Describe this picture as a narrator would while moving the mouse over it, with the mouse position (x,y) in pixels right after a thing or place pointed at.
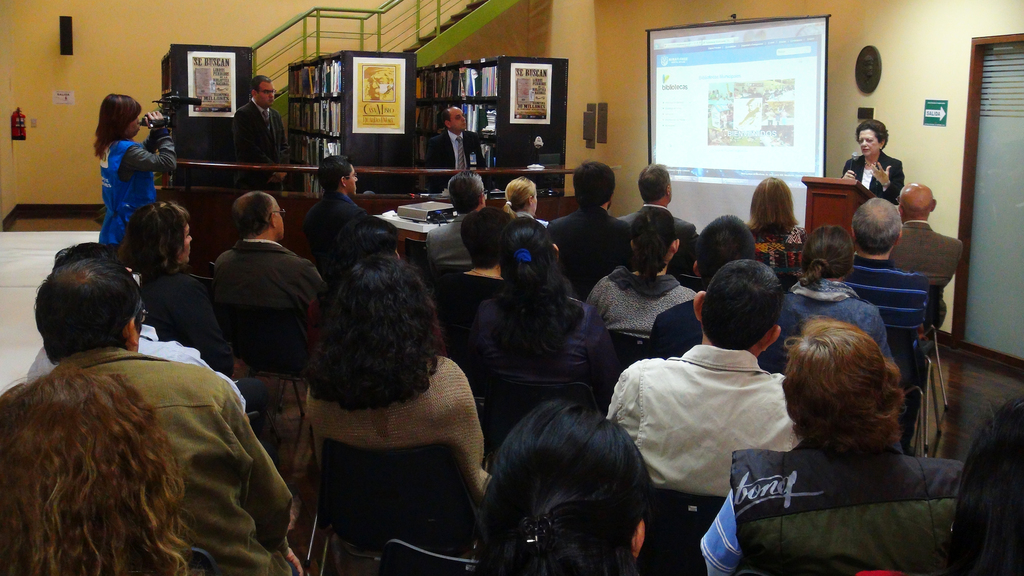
In this picture I can observe some people (496,276) sitting in the chairs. There are men (293,256) and women (461,387) in this picture. On the right side (711,128) I can observe a projector display screen (685,115). In the top of the picture (394,22) there is a staircase (363,32) and I can observe bookshelves (293,103). In the background (154,54) there is a wall (153,20).
